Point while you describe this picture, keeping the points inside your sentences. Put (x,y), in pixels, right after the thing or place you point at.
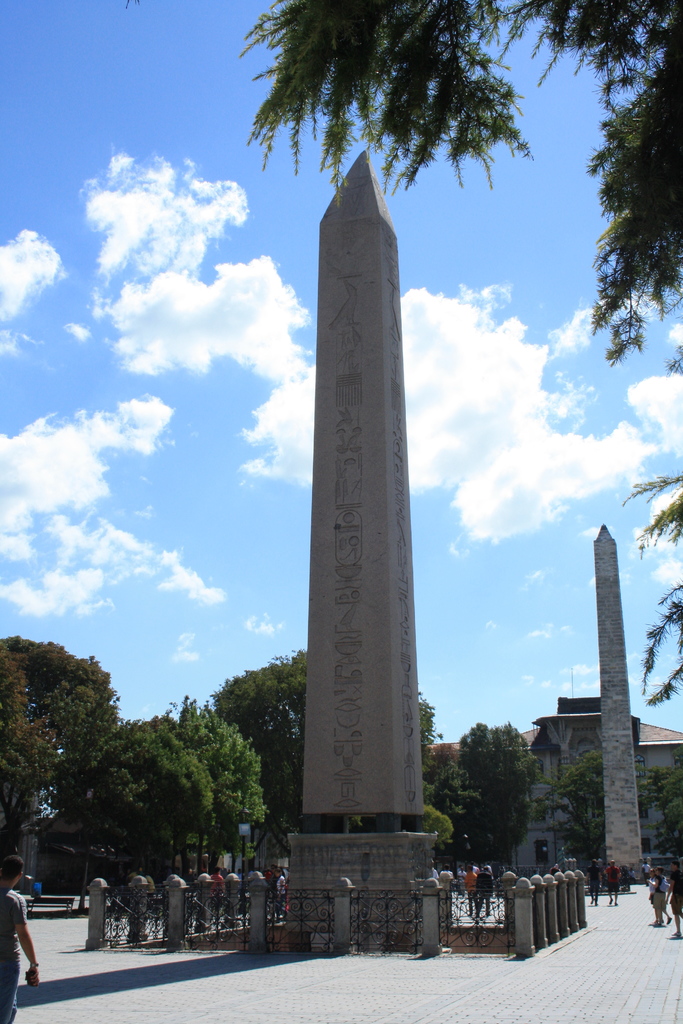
In this picture I can observe two obelisks (355,629). In the background (89,782) there are trees (226,799) and some clouds (567,468) in the sky (488,390).
